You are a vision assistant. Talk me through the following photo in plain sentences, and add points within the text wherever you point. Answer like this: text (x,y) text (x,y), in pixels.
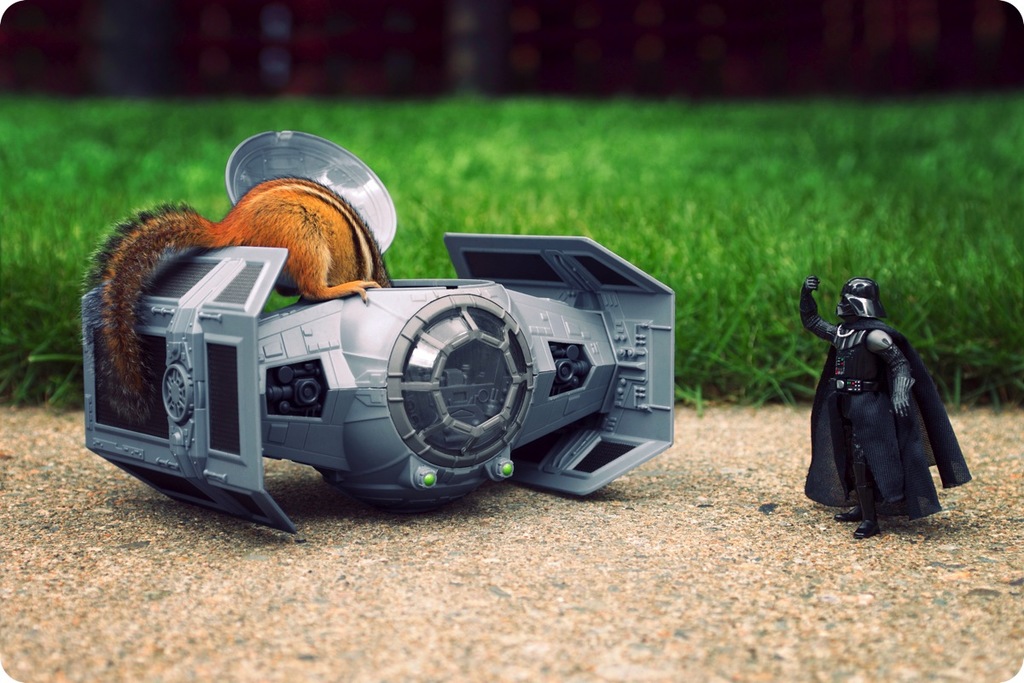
In this picture I can see the toy (827,414) of a man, spaceship (515,383) and squirrel (327,247). In the back (656,246) I can see the green grass (753,243). At the top (608,72) I can see the darkness (506,72).
